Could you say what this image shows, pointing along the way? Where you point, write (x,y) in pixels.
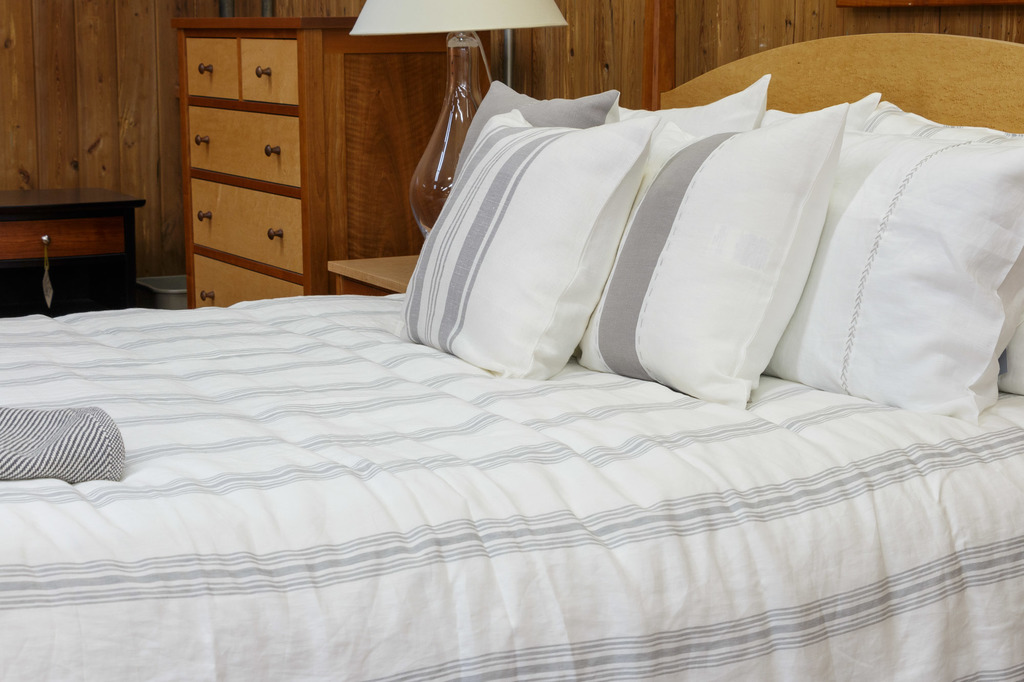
there is a bed (459,450) on which there are many pillows (748,189). the bed-sheet (560,452) and pillow covers (518,328) are white in color. behind that there is a lamp (423,229) and a cupboard (217,134).
